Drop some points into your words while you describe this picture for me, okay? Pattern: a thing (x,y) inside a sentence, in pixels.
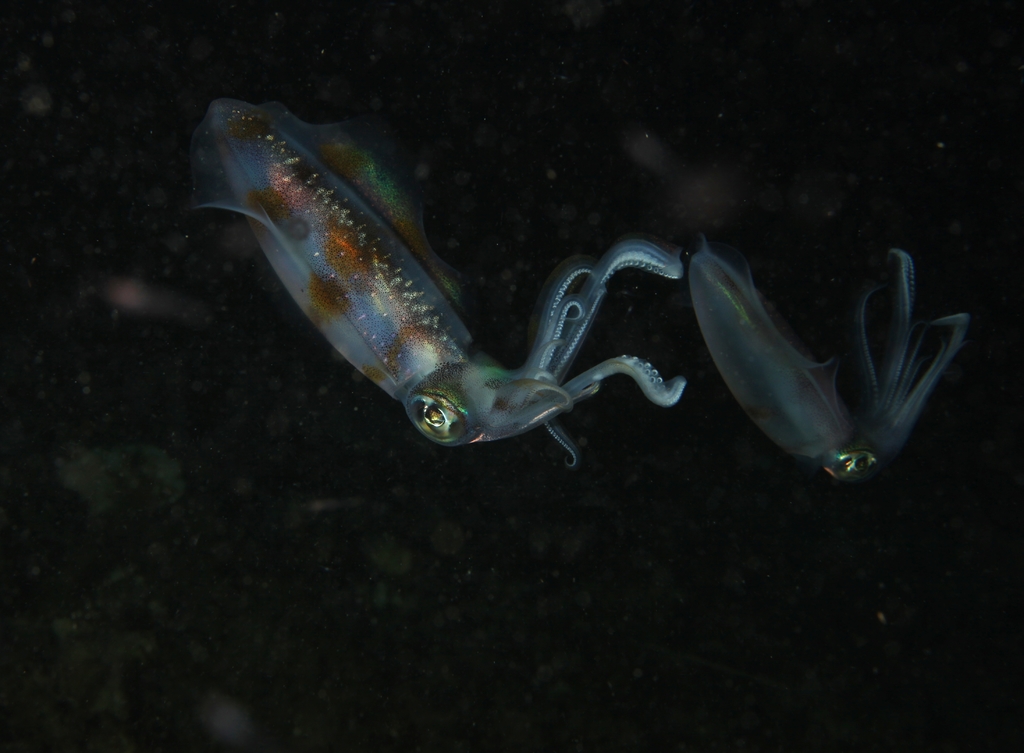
The picture consists of squids (387,315) in a water body (495,469).
